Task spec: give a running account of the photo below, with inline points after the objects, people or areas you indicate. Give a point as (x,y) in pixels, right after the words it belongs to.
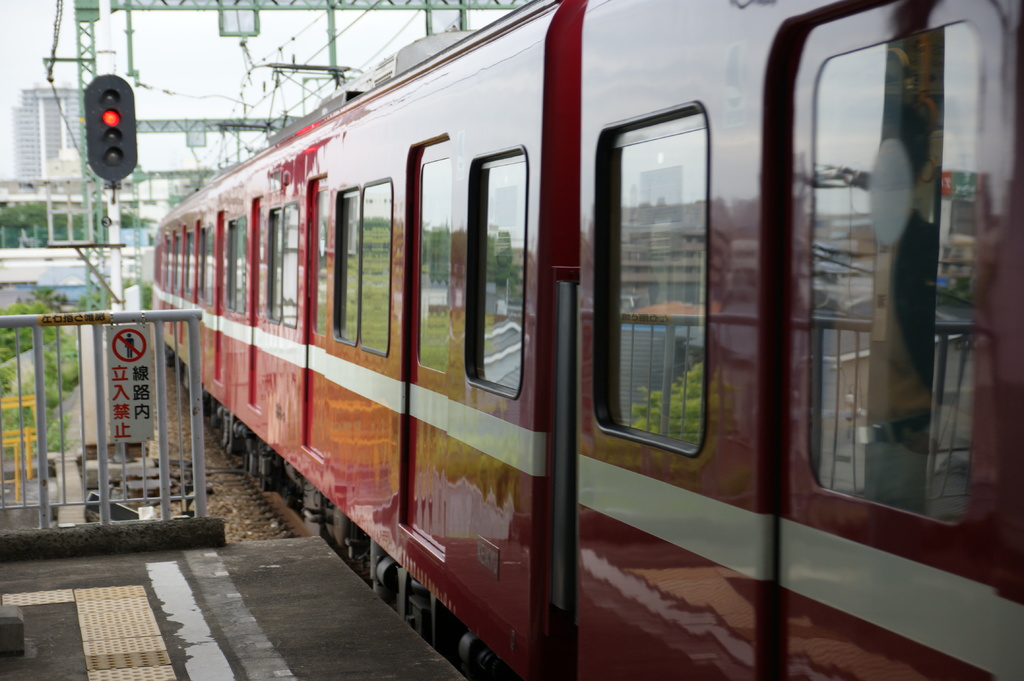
In this image I can see the platform (253,627), the railing (102,370), a board (123,408) and a train (530,479) which is maroon and white in color. I can see few metal rods (138,125), a traffic signal (125,161), few trees (70,360), a building (67,145) and the sky (226,63) in the background (270,37).
